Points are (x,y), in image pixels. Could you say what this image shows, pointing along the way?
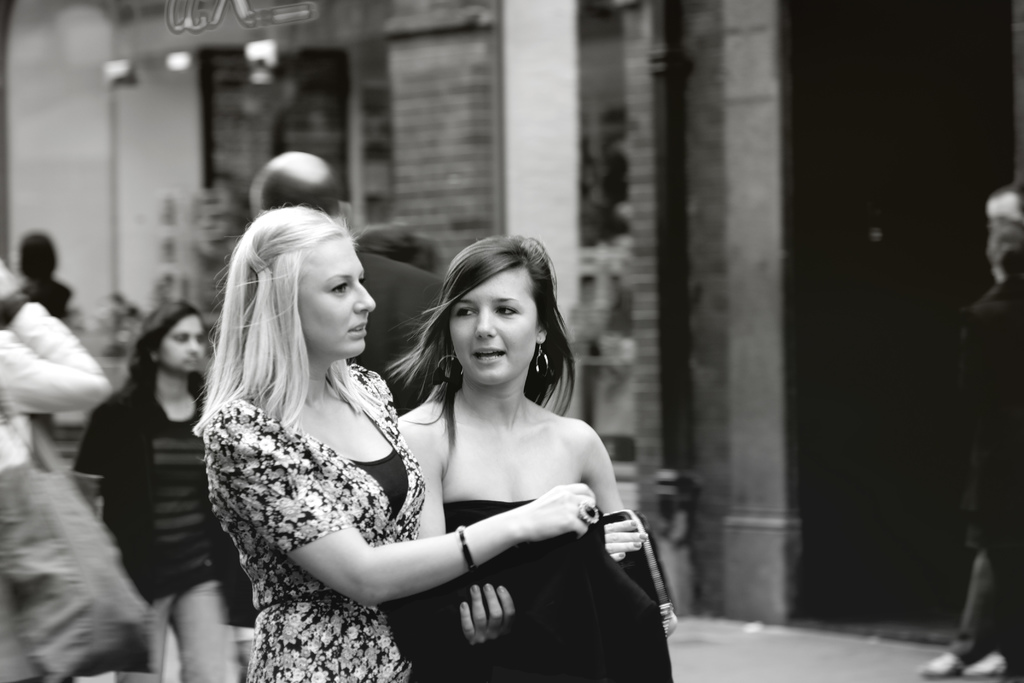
This is a black and white picture. In front of the picture, we see two women (347,484) are standing. The woman (517,441) on the right side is trying to talk something. Behind her, we see the people (82,446) are standing. On the right side (1004,318), we see a person (975,636) is standing. There is a building (664,218) in the background (323,128). This picture is blurred in the background (969,589).
